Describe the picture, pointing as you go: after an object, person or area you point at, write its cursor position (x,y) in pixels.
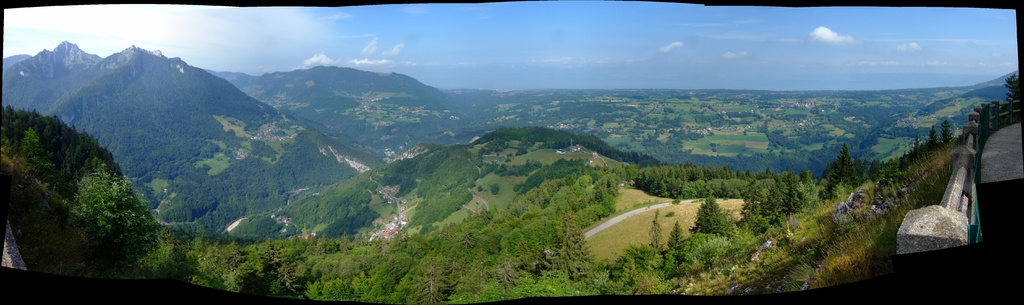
In this image in the background (295,128) there are some mountains (344,114), trees (306,177) and some houses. And at the bottom (417,243) also there are some plants (140,238) and grass (858,238), and at the top of the image (403,39) there is sky (314,39).
